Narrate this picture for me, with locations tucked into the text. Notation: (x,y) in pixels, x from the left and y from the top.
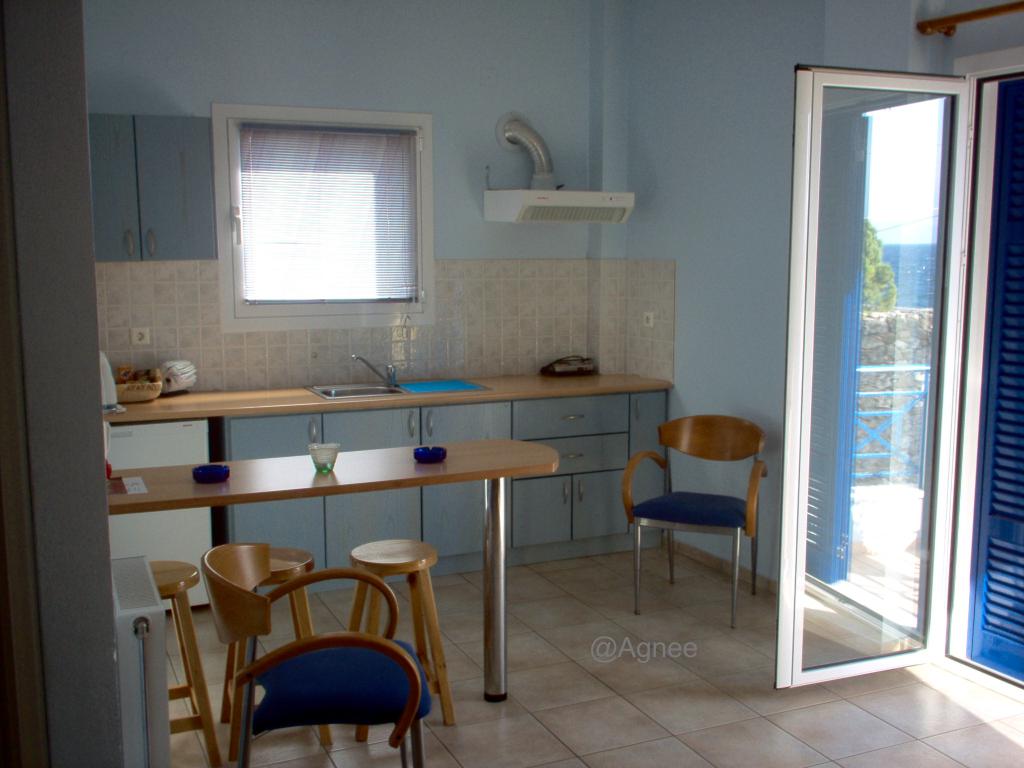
In this image we can see table (174,495), chairs (360,653), stools (421,602), counter top (138,415), sink (401,394). Right side of the image (888,367) door (903,407) is present. The walls (670,107) are in blue color and we can see one window (324,242).
